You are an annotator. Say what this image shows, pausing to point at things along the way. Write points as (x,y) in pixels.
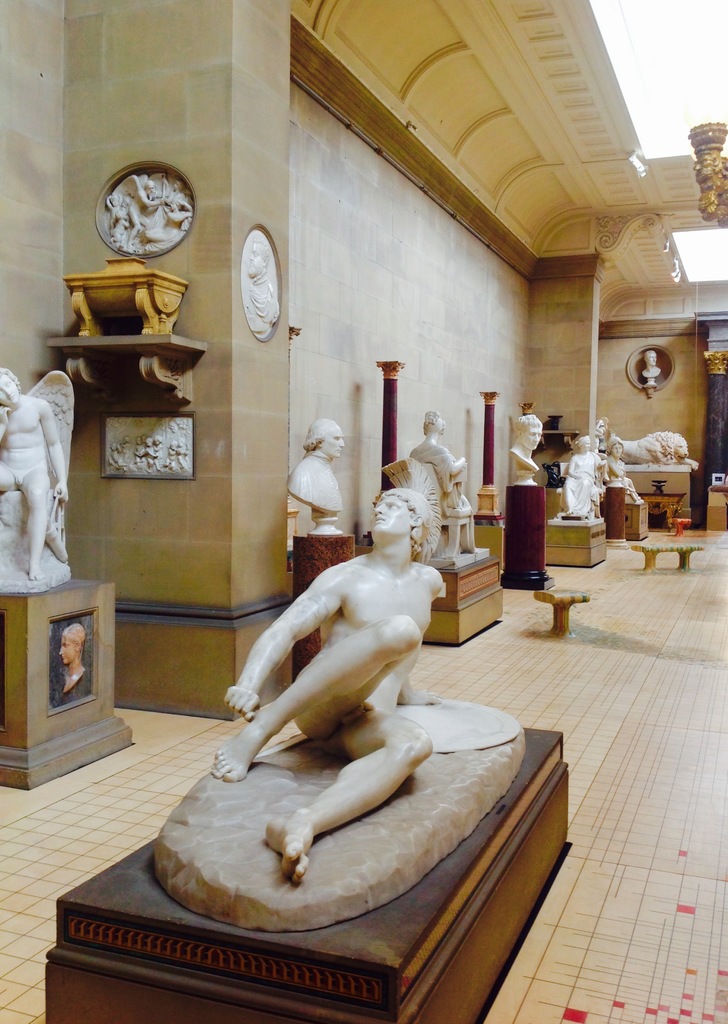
In the image there are statues (357,565) of few persons (381,730) in the middle (405,634) and in front of the wall (377,454).
